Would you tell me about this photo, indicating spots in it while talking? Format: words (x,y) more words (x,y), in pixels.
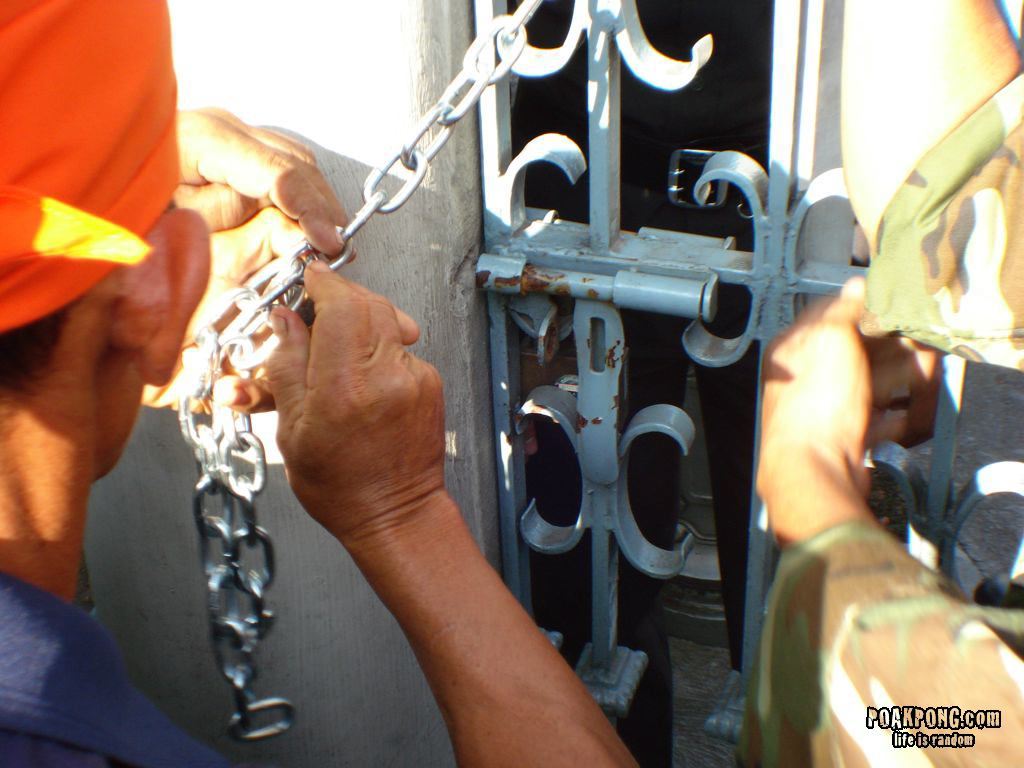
In this picture we can see there are two people (345,369) doing some work and in front of the people (346,485) there is a gate (514,469), steel chain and wall (194,602). On the image there is a watermark (902,727).
